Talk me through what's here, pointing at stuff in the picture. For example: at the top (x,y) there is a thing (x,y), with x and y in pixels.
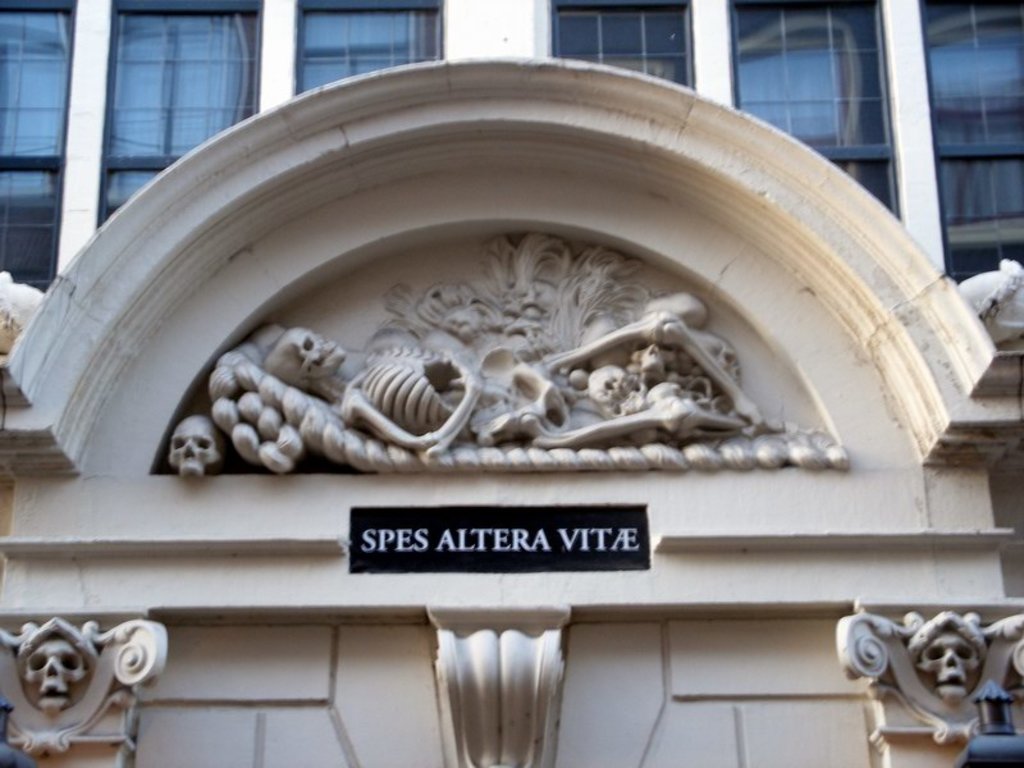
This image consists of a building (92,319) in white color. In the front (535,510), we can see a board (499,552) and an art (535,419) in shape of skeleton (181,432). At the top (63,52), there are windows (16,253).
